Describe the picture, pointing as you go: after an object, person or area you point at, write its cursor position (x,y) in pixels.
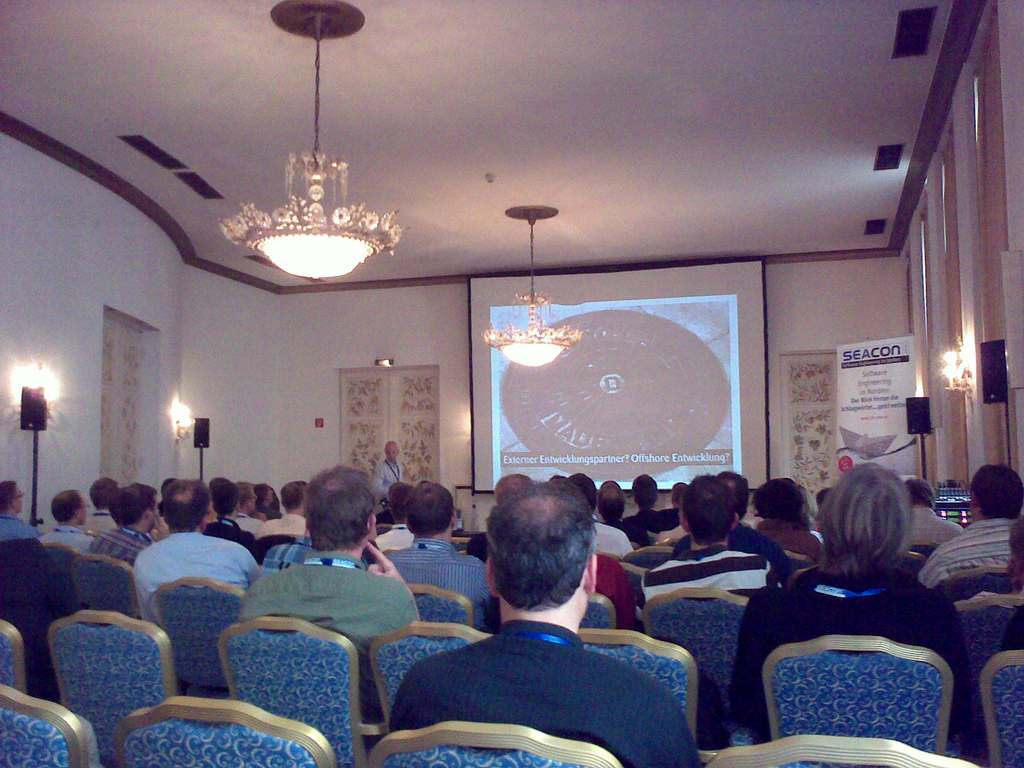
In this picture we can see a group of people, some people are sitting on chairs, one person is standing and in the background (338,241) we can see a screen (660,391), lights (338,243).
